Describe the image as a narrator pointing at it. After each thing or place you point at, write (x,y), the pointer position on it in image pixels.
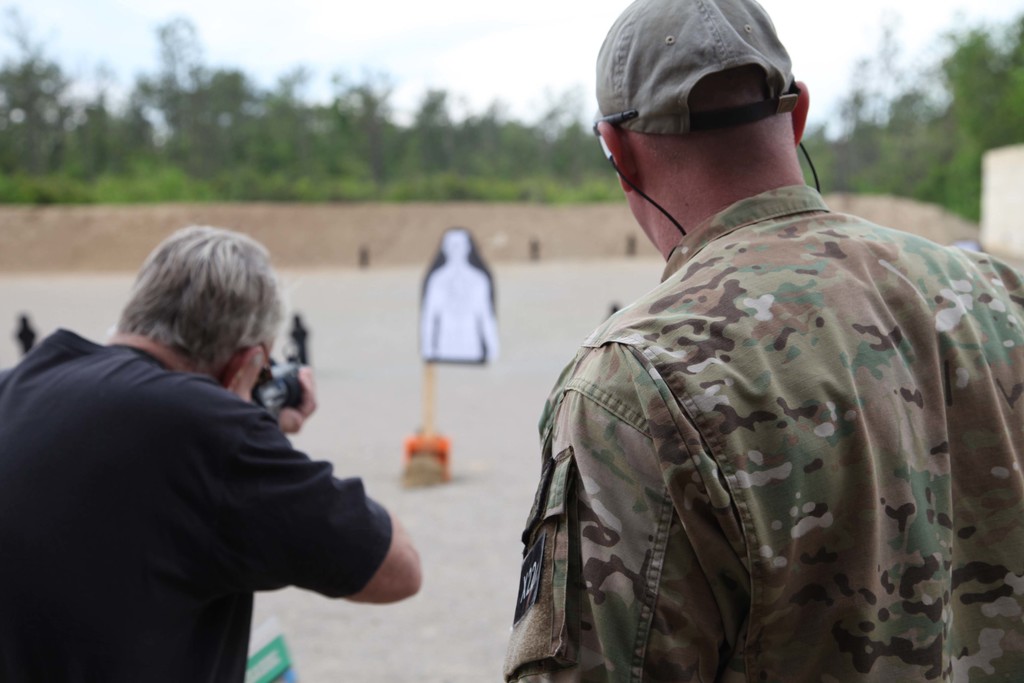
In this image we can see a man (675,516) on the right side (942,366) and he is a soldier (869,384). Here we can see a cap (734,48) on his head (749,76). Here we can see another man (83,358) on the left side (205,463) and he is holding a weapon (278,410) in his hand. Here we can see the target board stand (453,333). In the background (386,138), we can see the trees (311,106).
